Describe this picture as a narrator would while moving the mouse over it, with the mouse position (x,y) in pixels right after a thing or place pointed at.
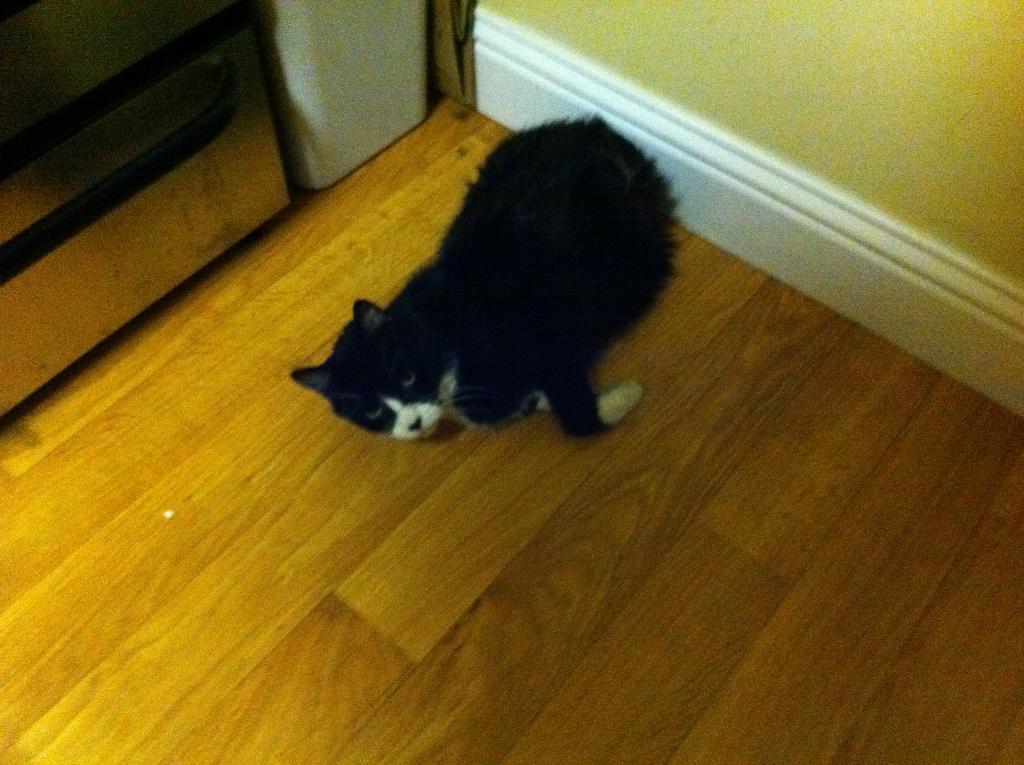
In this image we can see a black color cat (462,396) on the wooden surface (409,612). In the background of the image (609,70) there is wall (771,115).
